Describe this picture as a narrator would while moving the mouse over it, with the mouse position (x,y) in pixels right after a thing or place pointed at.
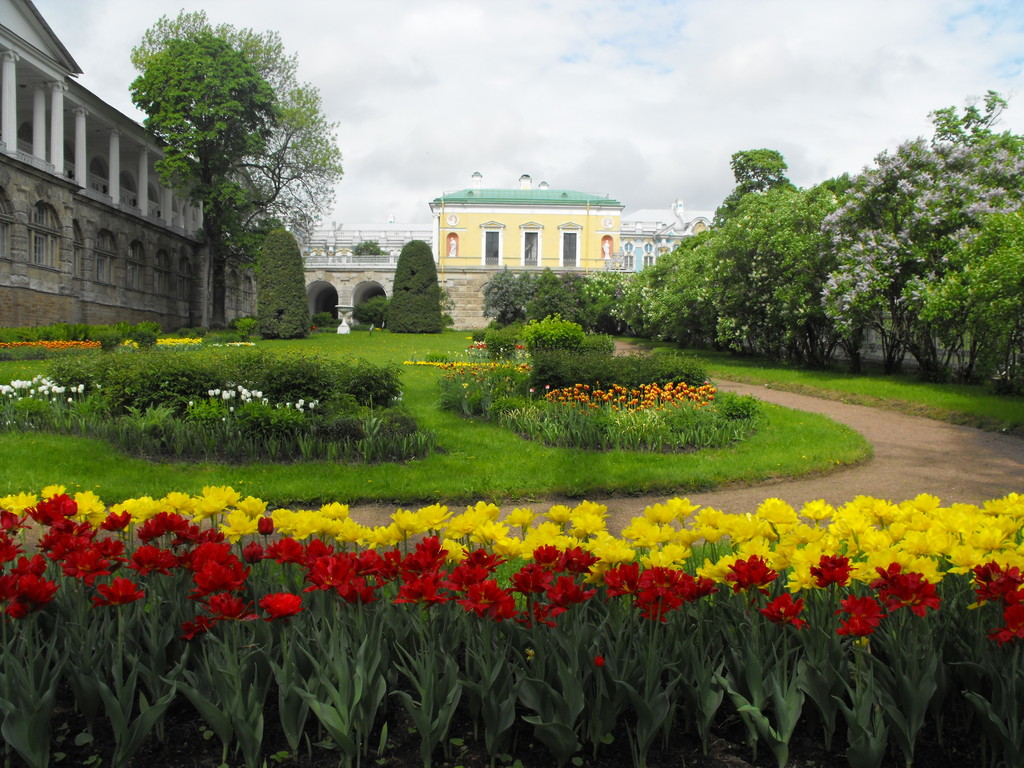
This picture is clicked outside the city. At the bottom of the picture (615,619), we see plants (520,668) which have flowers (587,515) and these flowers (213,540) are in yellow and red color. Beside that, we see a road (874,443). Beside that, we see grass (598,467) and plants (244,359) which have flowers (595,392) in white and orange color. On the right side (802,280), there are trees (779,312). In the background (601,262), we see a building (509,232) in yellow and green color. We even see a railing (358,263) and trees (401,263). On the left side (138,166), we see a building (188,241). At the top of the picture (529,62), we see the sky (529,104).
